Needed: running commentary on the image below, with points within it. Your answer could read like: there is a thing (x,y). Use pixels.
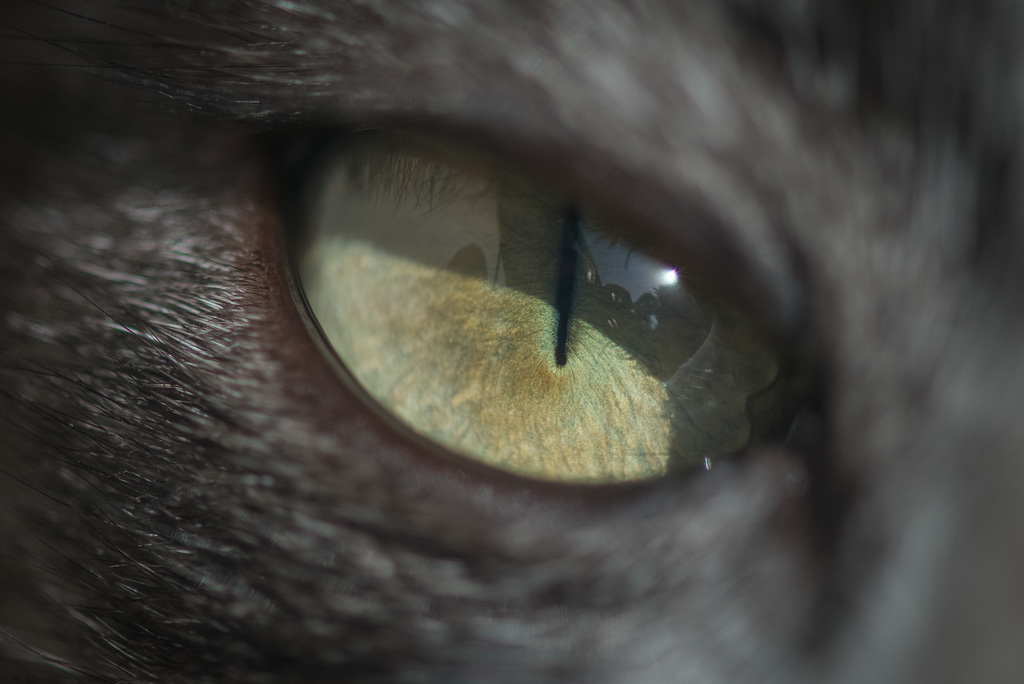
In this picture there is a black cat (827,443) and there is a reflection (664,315) of sky (613,274) and tree (676,301) on the eye (631,287).
